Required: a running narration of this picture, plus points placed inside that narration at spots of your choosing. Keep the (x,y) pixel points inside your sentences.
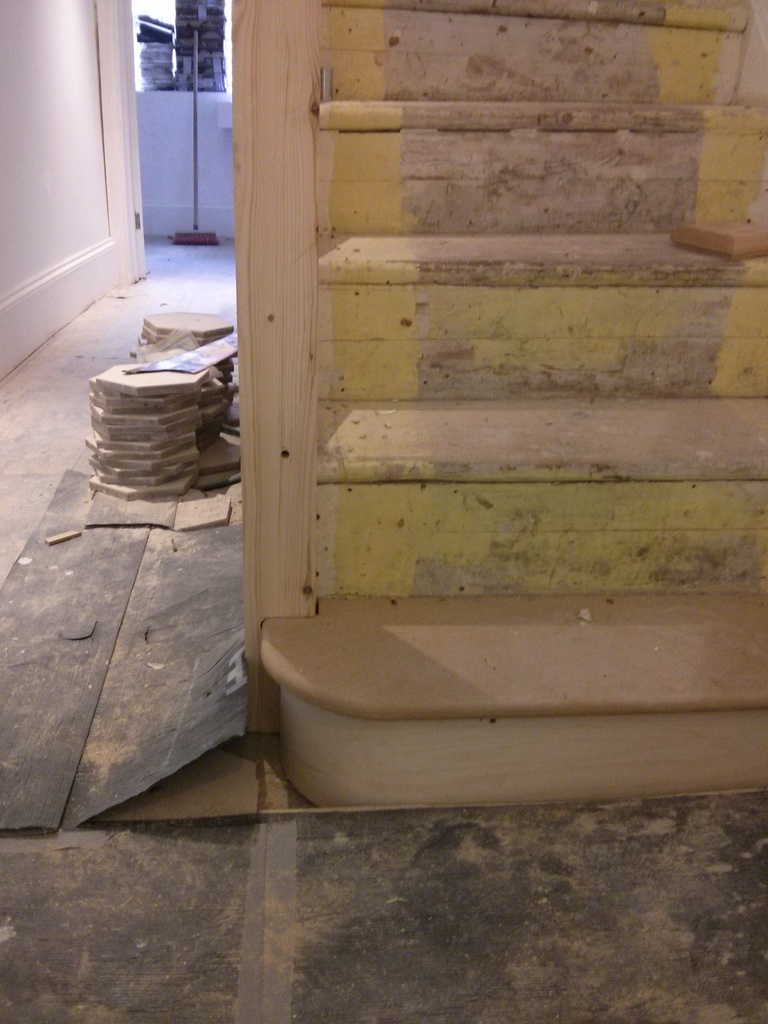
On the right side of the image (552,484) we can see there are stairs (380,203), beside the stairs (348,490) there are few objects (126,415) placed on the floor (139,556). On the left side of the image (60,183) there is a wall (94,224).
